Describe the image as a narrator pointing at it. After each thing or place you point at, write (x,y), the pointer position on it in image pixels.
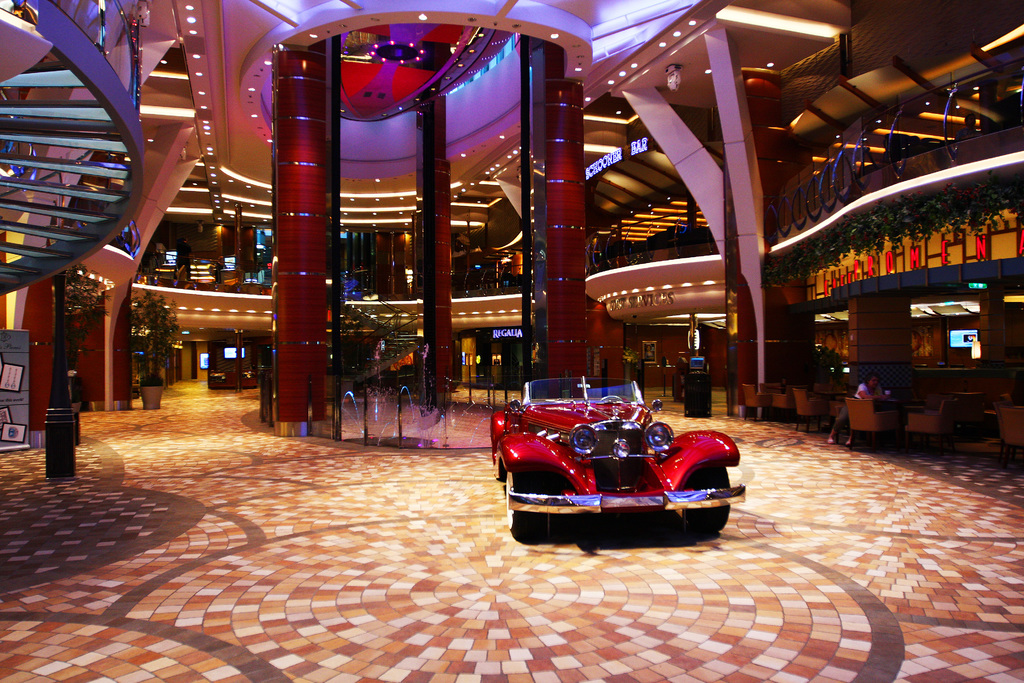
As we can see in the image there is red color car (601,449), water (450,408) and wall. There are stairs (36,205), lights (979,354), screens (957,340), plants (811,265) and tiles (320,547).
